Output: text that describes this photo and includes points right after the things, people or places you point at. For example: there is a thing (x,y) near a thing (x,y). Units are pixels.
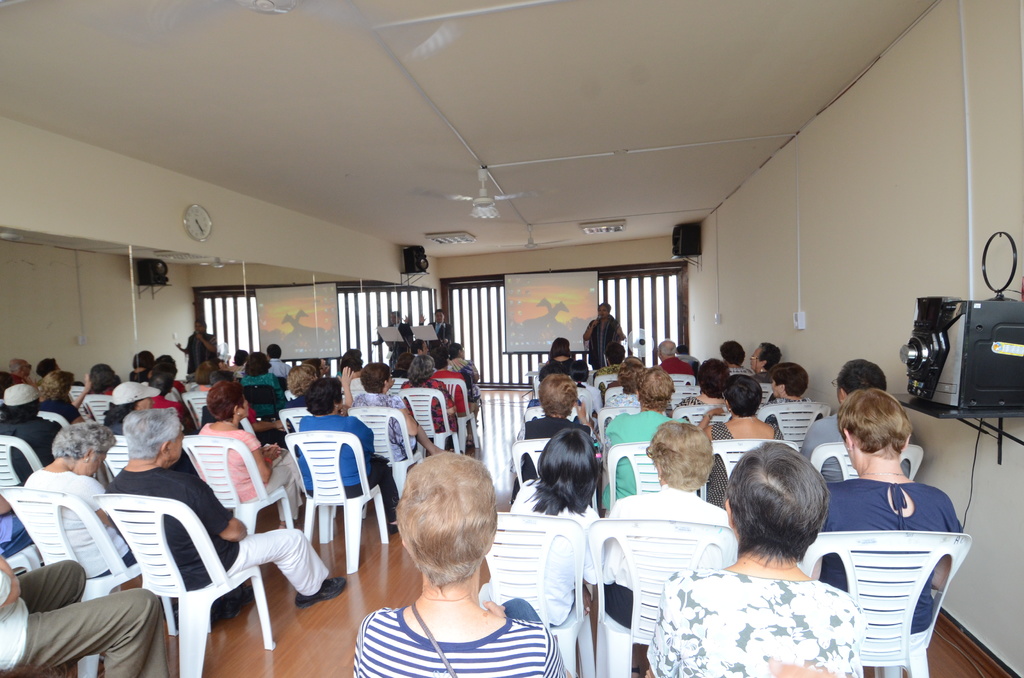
In this picture we can see a group of people (71,426) sitting on chairs (260,490) and in front of them we have three persons (441,321) standing on stage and we have screen (579,303), wall (783,279), speakers (693,227), fan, clock (191,224).
